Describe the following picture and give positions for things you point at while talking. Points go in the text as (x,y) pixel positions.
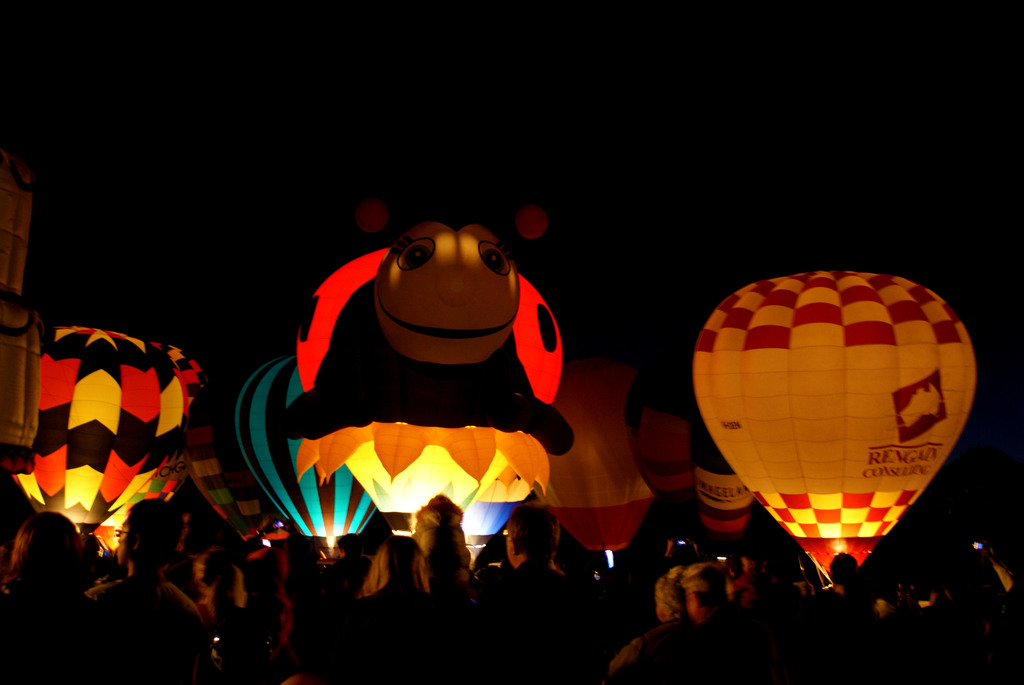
There is a group of persons (39,536), some of them are flying hot balloons (123,508) which are in different colors on the ground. And the background (929,242) is dark in color.
